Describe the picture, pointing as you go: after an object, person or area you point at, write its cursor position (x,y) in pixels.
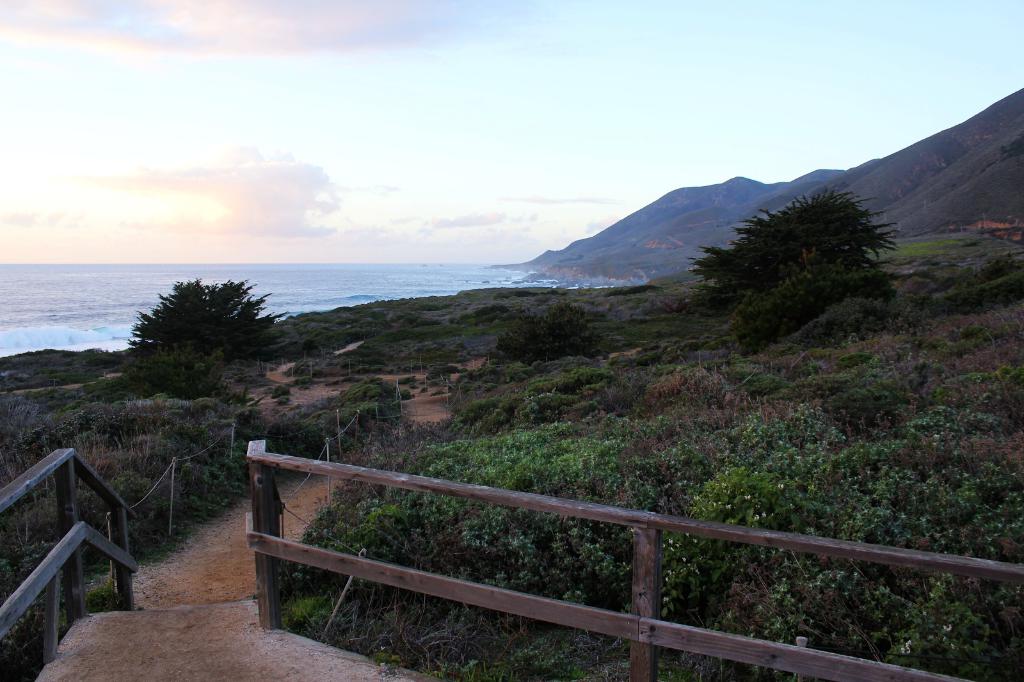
In this image we can see an ocean (104,298), mountains (731,220), trees (866,245), plants (629,459), land (617,327) covered with grass (341,368) and railing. The sky (460,256) is in blue color with some clouds (139,31).
